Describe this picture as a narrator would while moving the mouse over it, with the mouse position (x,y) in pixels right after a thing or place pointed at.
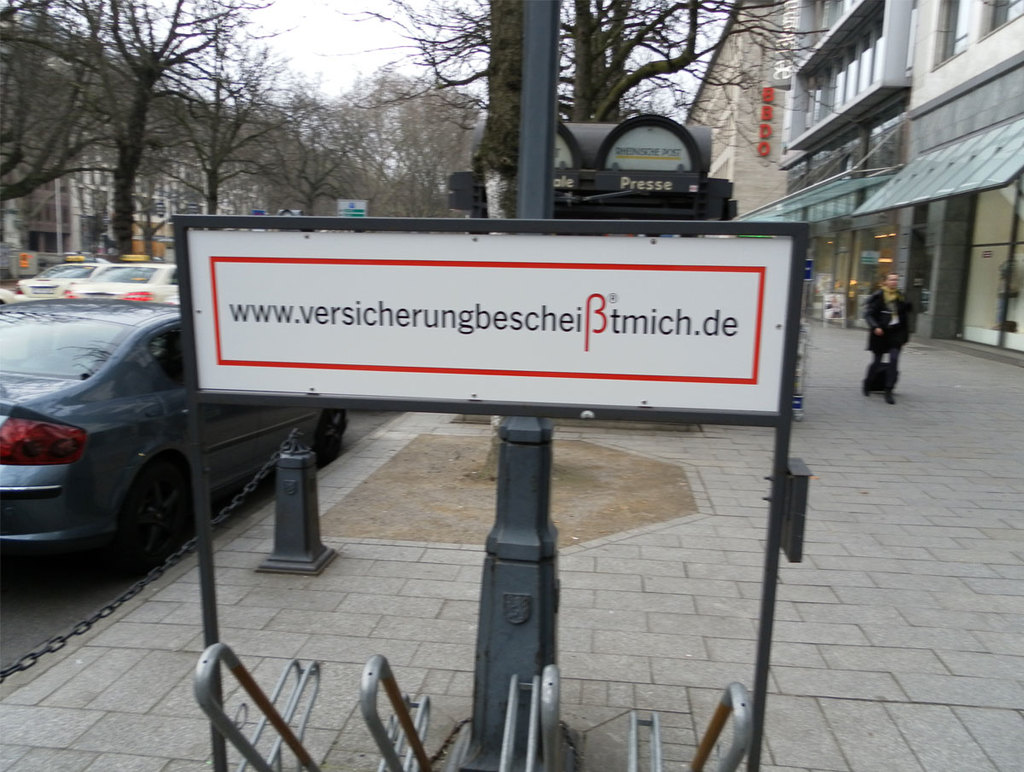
In the image we can see there is a hoarding (453,395) on which there is a website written on it and there is a person (888,310) standing on the footpath (910,392). There are buildings (852,202) and there are trees (431,107). There are cars (178,349) parked on the road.
